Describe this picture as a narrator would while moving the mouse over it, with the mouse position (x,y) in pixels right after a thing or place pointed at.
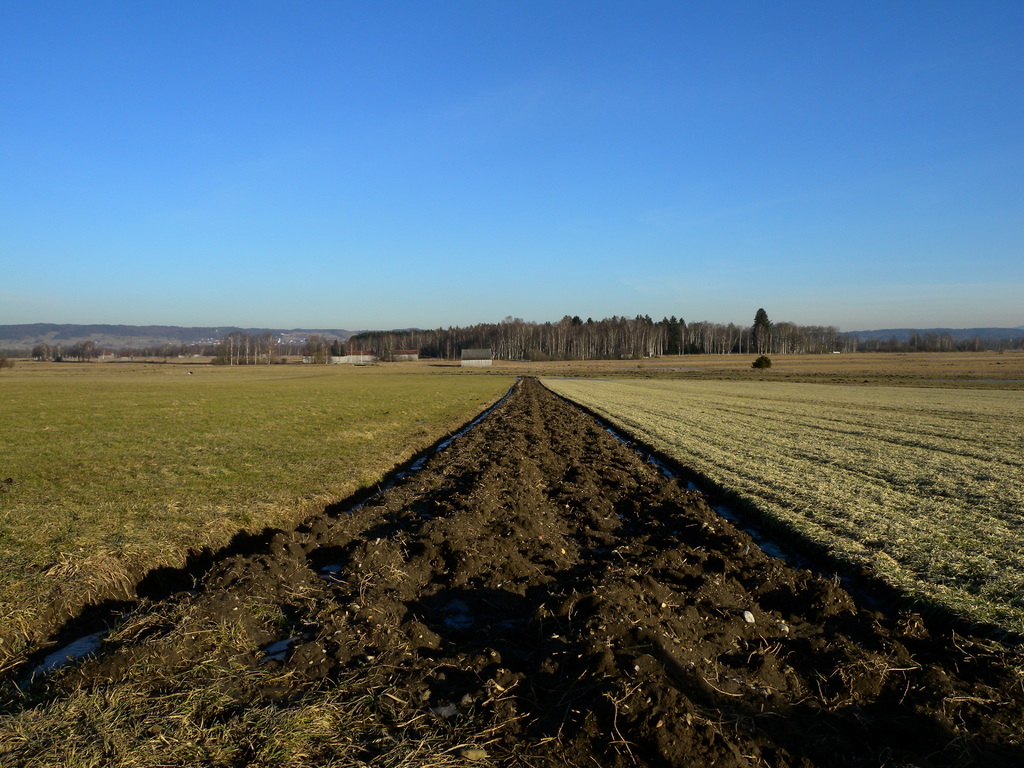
In the picture I can see soil (469,487) and water (486,413) and there is greenery ground (314,481) on either sides of them and there are trees (479,324) in the background (622,334).
